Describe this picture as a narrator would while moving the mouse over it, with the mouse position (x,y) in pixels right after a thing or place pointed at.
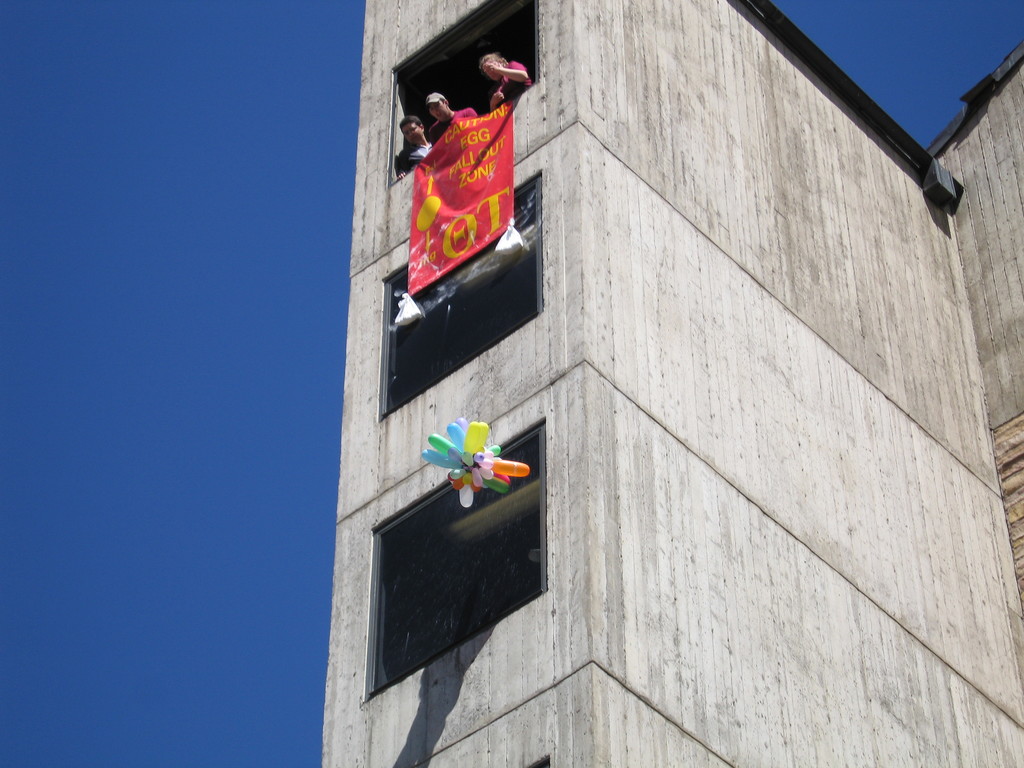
In this image there is a building (565,267) and we can see people (500,65) standing on the top floor (735,205) and there is a banner (442,196). At the bottom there are balloons (493,465). In the background (255,353) there is sky (211,327).
